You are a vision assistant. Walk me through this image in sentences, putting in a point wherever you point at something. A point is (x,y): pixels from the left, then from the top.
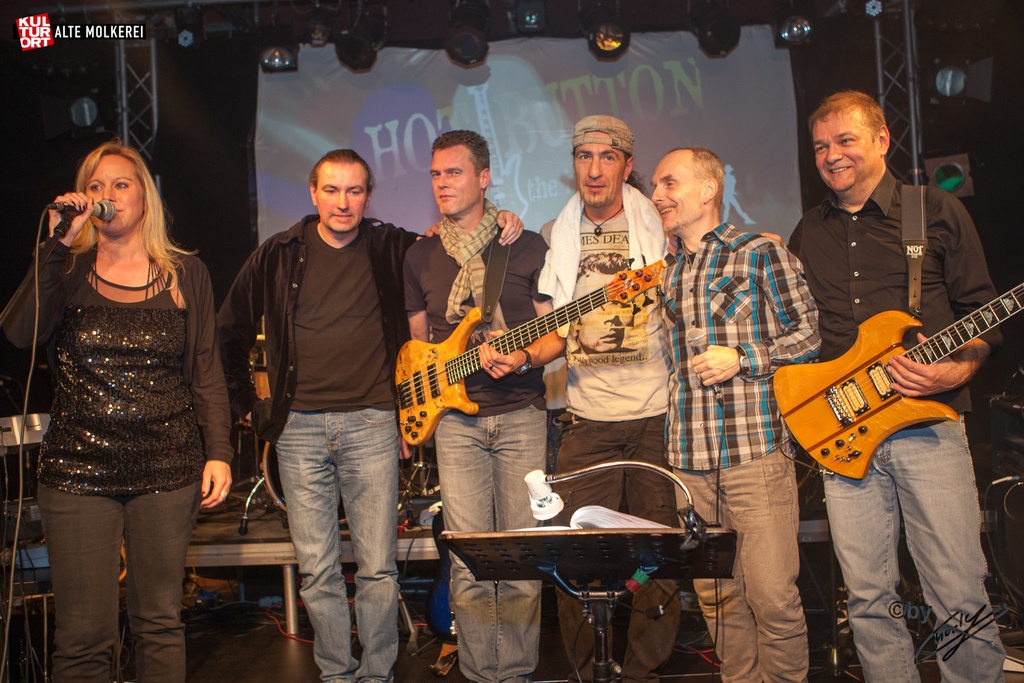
In the image we can see few persons (592,324) the left corner (93,380) the lady (137,330) she is singing and she is holding microphone (105,214). And to the right corner (906,381) we can see one man (920,367) he is playing guitar (848,379). And in the center (504,436) the person (480,404) he is also playing a guitar (428,350). And back of them they were some musical instruments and some screen (339,145).
